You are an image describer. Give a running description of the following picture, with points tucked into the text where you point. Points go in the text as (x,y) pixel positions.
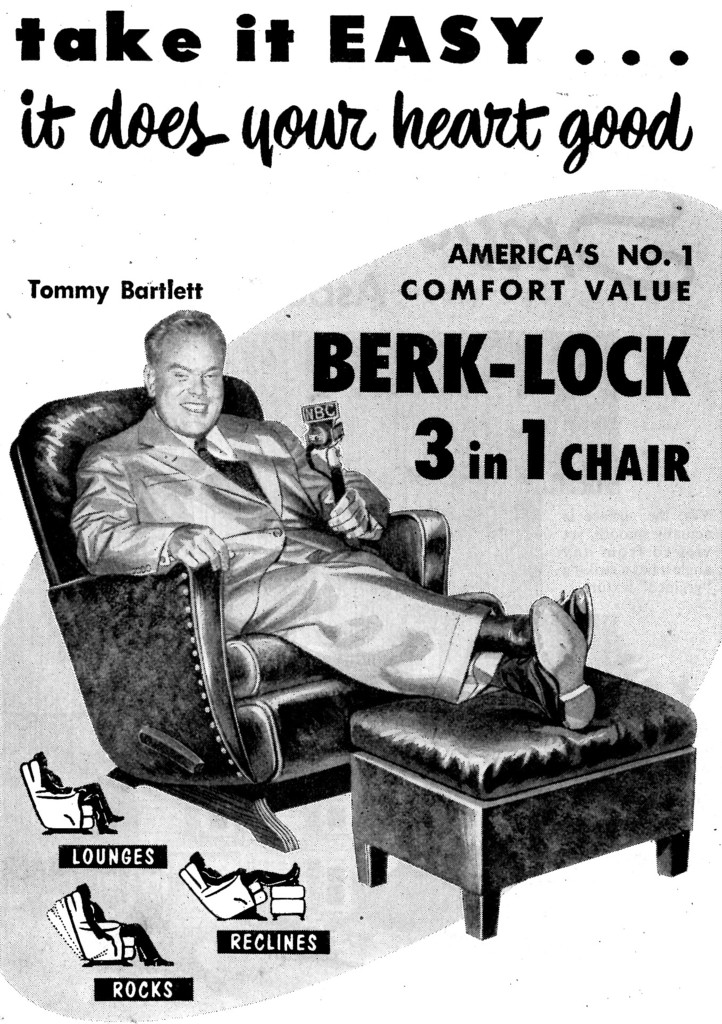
In the image there is a poster (173,601) and a person (435,667) is sitting on a chair (181,617) and on top of the poster (291,108) there is some quotation (461,118) written and below that some information (448,358) related to the chair (186,688) is mentioned.
